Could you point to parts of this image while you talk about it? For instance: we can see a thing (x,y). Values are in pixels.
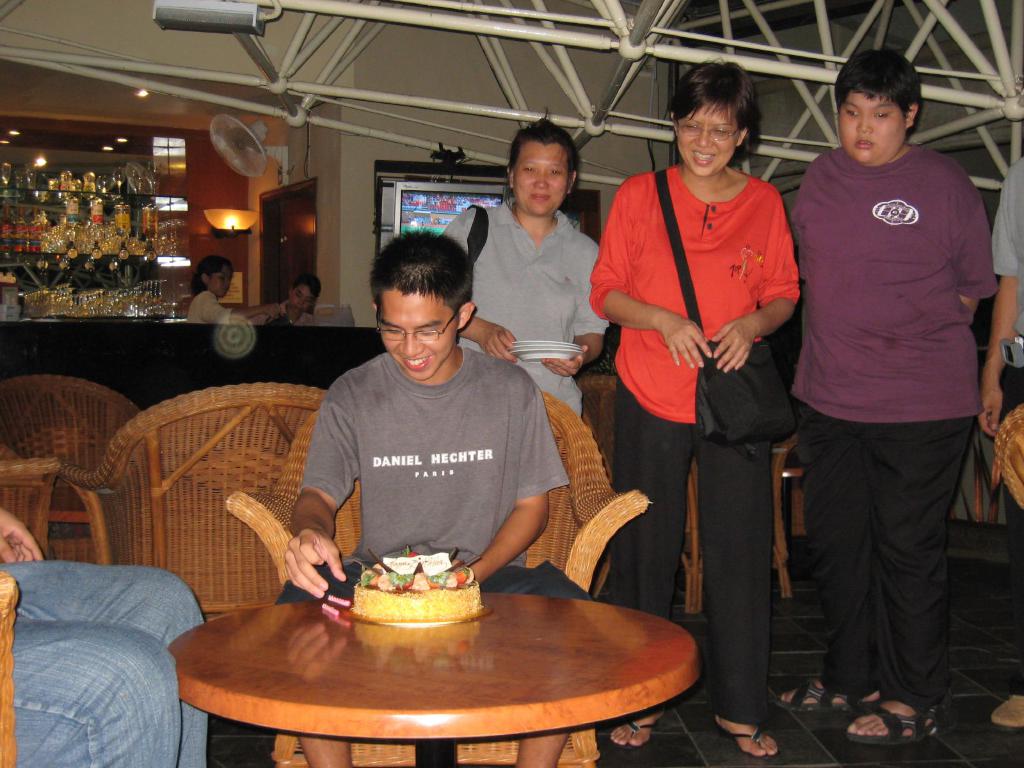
An indoor picture. This person (440,481) is sitting on chair (579,505), in-front of this person (492,588) there is a table (553,625), on a table (389,681) there is a cake (467,569). Beside this person (386,490) another person (104,605) is also sitting. This 3 persons (530,313) are standing. This person (557,360) holds a plates (521,357). This woman (700,300) wore bag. Far in a rack (162,271) there are glasses (103,246). This 2 persons (206,281) are standing. This are rods (533,27). Screen (451,192) is attached to a wall (346,198). This is light (233,213). Fan (249,148) is attached to a wall (314,164).
